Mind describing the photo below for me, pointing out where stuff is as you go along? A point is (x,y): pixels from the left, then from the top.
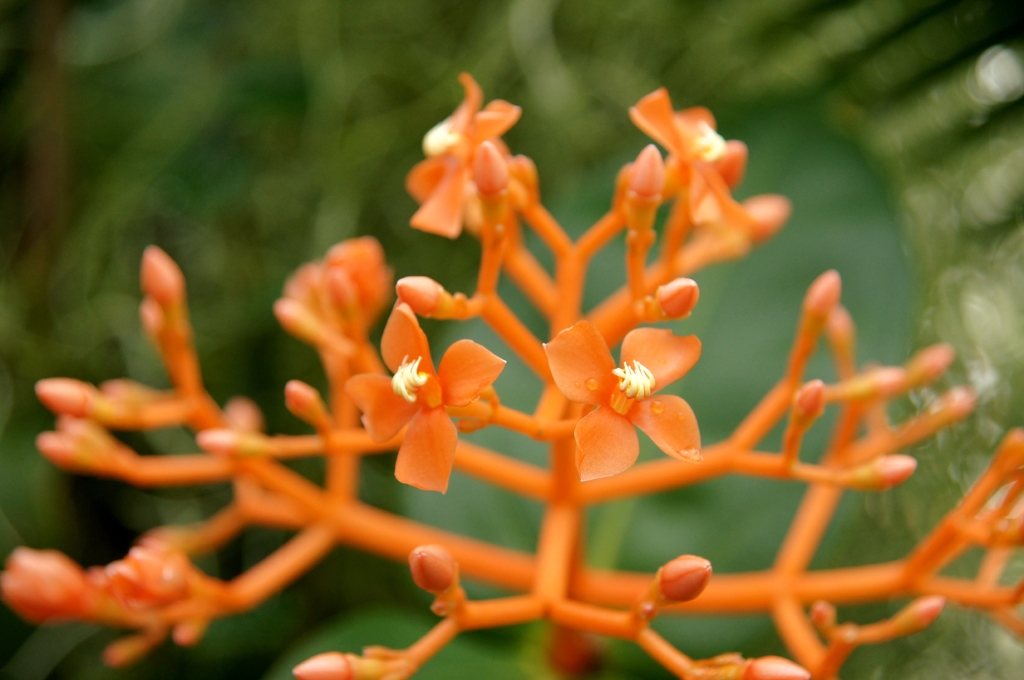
In the picture we can see an orange color plant (985,524) with orange color flowers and flower buds (49,399) and behind it, we can see some green color plants (717,313) which are not clearly visible.
